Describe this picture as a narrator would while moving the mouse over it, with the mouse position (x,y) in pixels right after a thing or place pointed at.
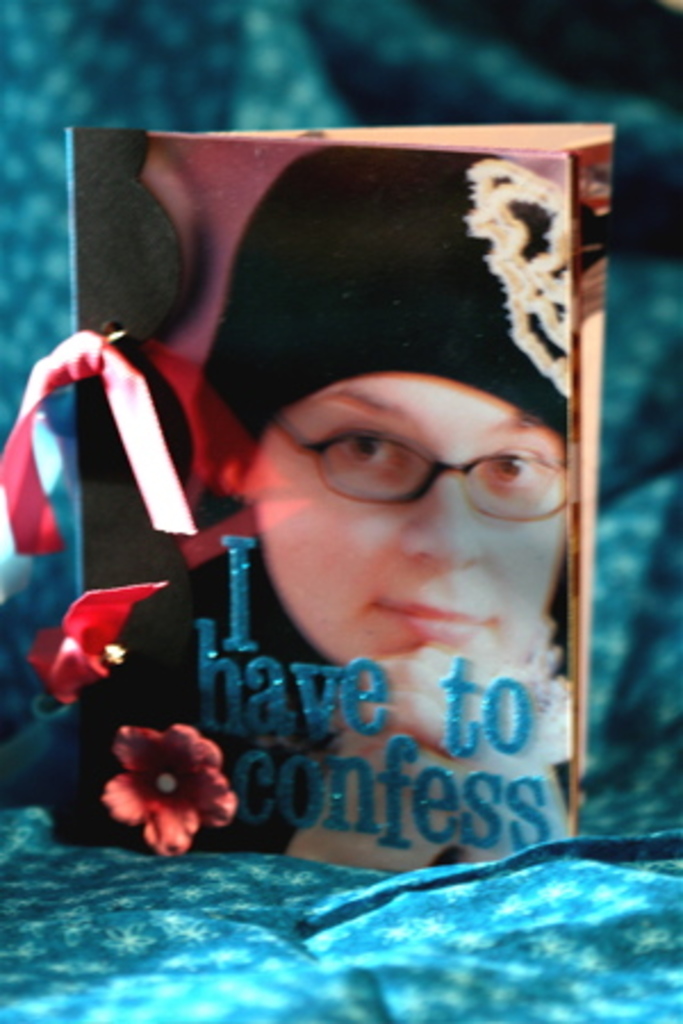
This image consists of a greeting card (253,621). On which there is a photo (393,520) of a person (396,647) along with the text (389,803). At the bottom (243,975), there is a cloth (243,975) in blue color.
